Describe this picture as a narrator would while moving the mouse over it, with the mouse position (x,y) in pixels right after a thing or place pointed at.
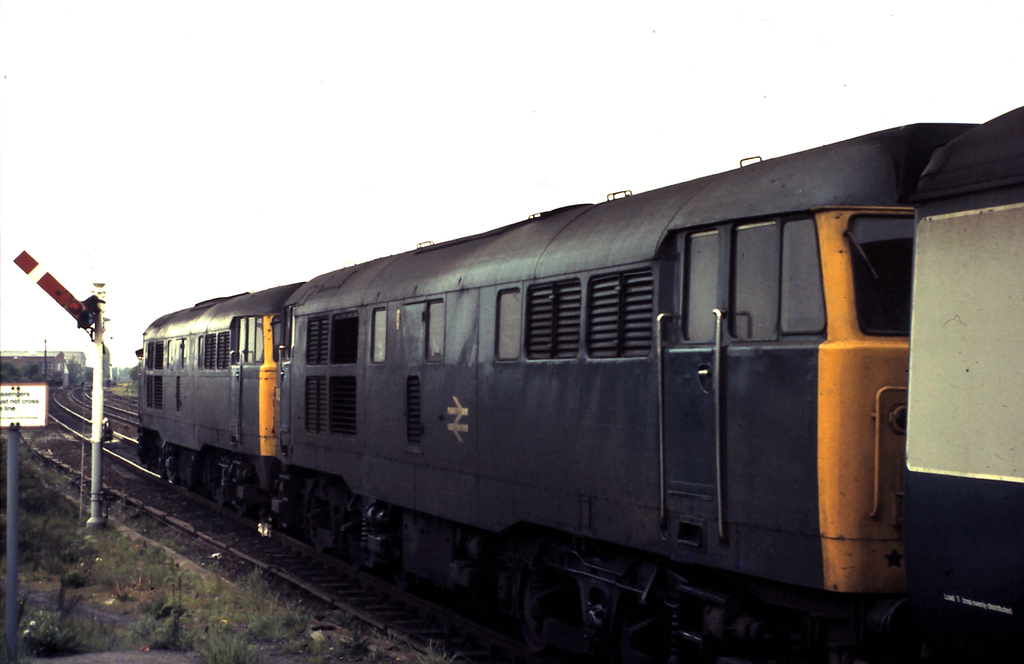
In this picture we can see train (396,427) on track (350,583), poles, board (32,391) and grass (113,546). In the background of the image (16,340) we can see pole (47,345), shed (51,375) and sky (174,297).
